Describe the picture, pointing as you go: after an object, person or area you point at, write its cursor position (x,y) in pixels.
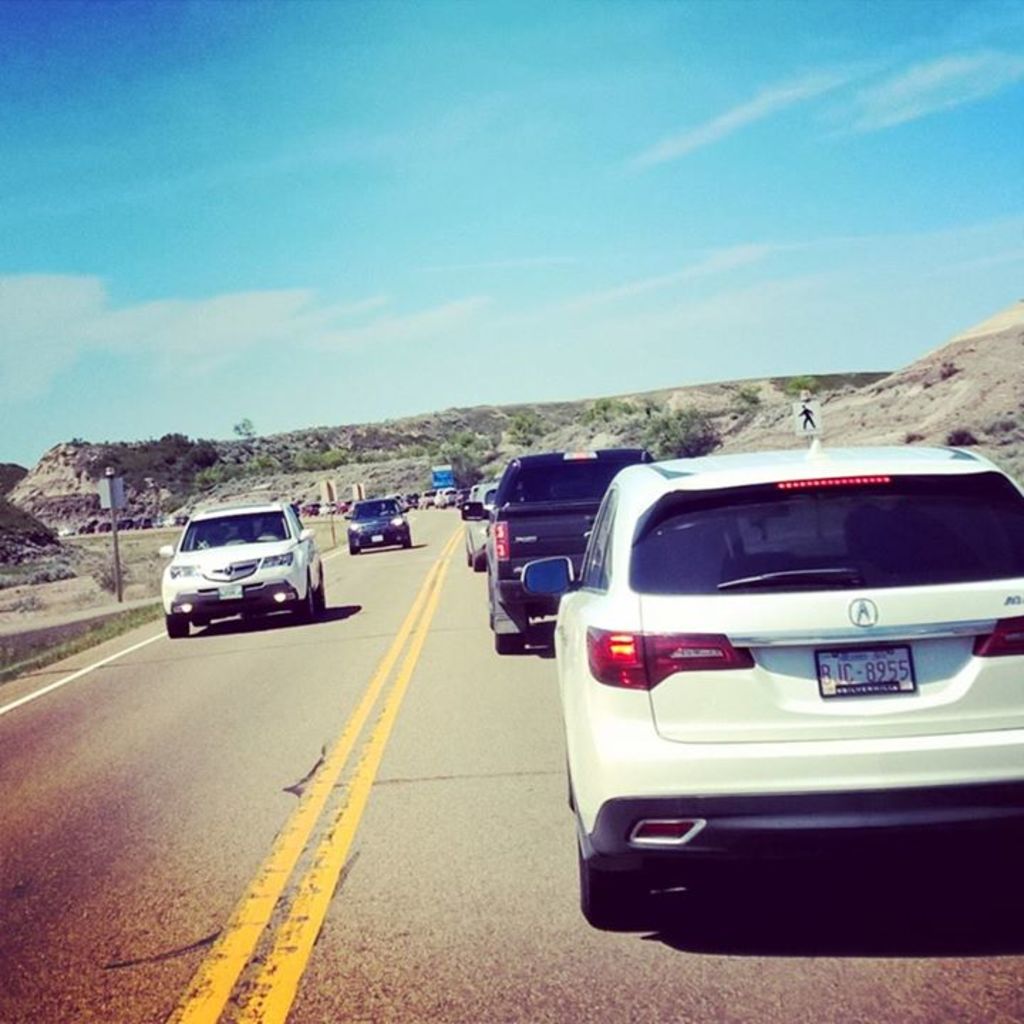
At the bottom of the image (484,796) there is a road (418,826) and we can see cars (445,504) on the road (551,679). In the background (40,494) we can see hills (366,435) and sky (438,230). On the left (117,597) there is a sign board (107,497).
